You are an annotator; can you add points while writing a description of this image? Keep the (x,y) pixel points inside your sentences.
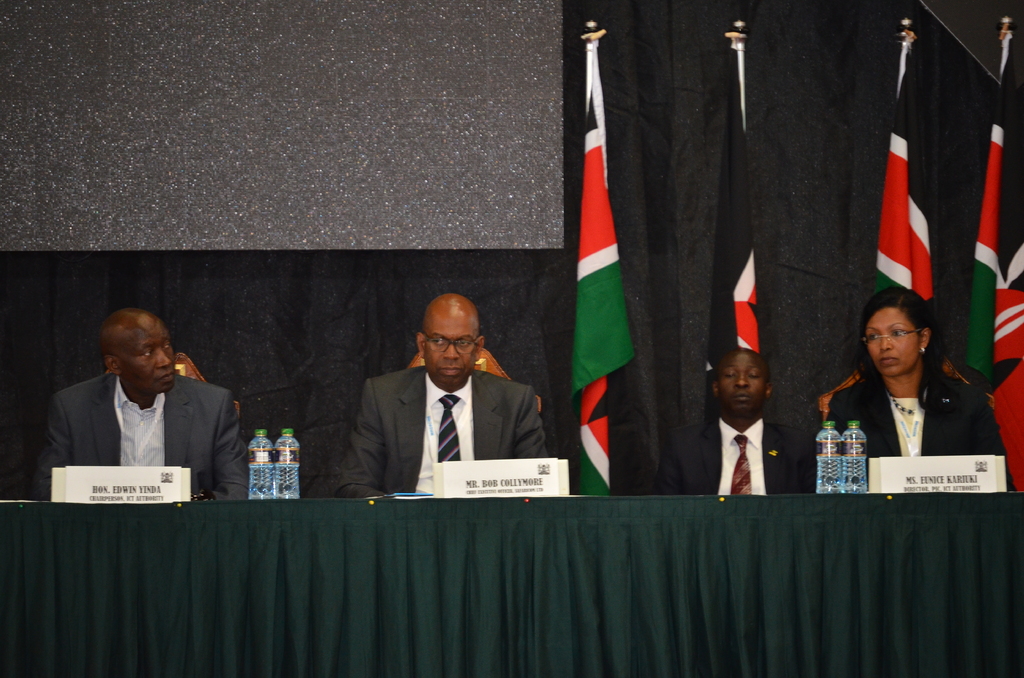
In this picture, we can see a group of people (884,414) sitting on chairs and in front of these people (763,394) there is a table (699,497) and the table (633,527) is covered with a cloth (568,541). On the table (447,547) there are name boards (924,466) and water bottles (262,446). Behind the people (711,439) there are flags (716,276) and a black cloth (794,269).
